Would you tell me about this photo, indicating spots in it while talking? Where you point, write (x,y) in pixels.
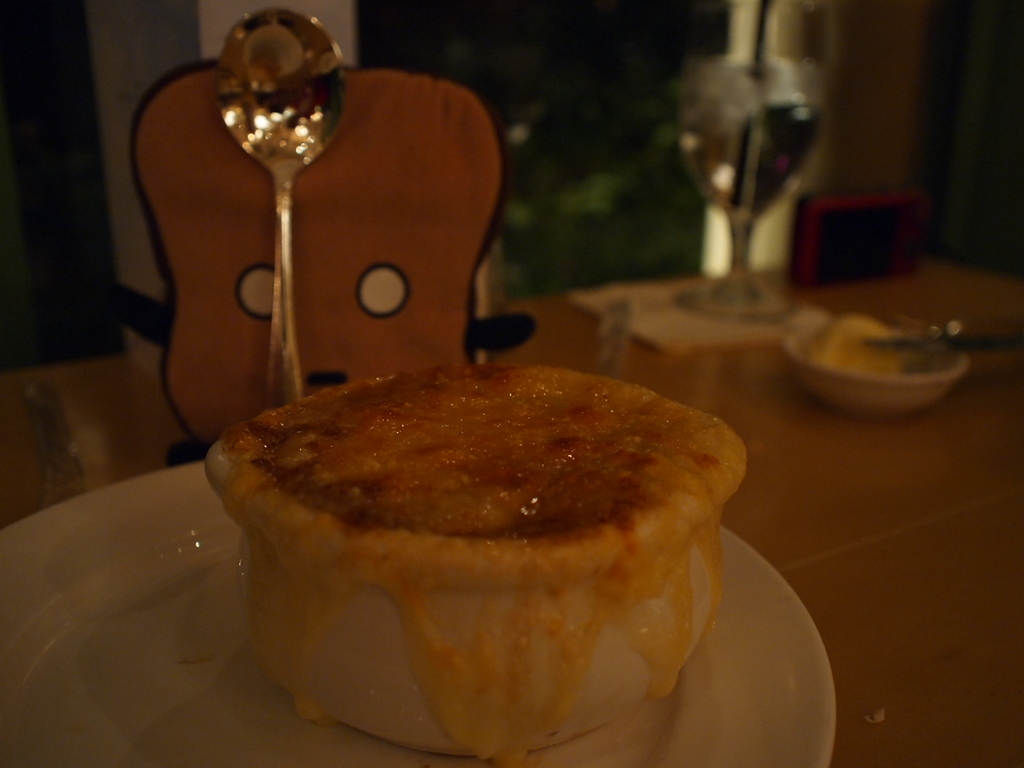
In the center of the image (528,357) we can see one table (965,602). On the table (955,606), we can see one plate (729,611), spoon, glass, bowls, some food items (594,433) and a few other objects (398,348).
